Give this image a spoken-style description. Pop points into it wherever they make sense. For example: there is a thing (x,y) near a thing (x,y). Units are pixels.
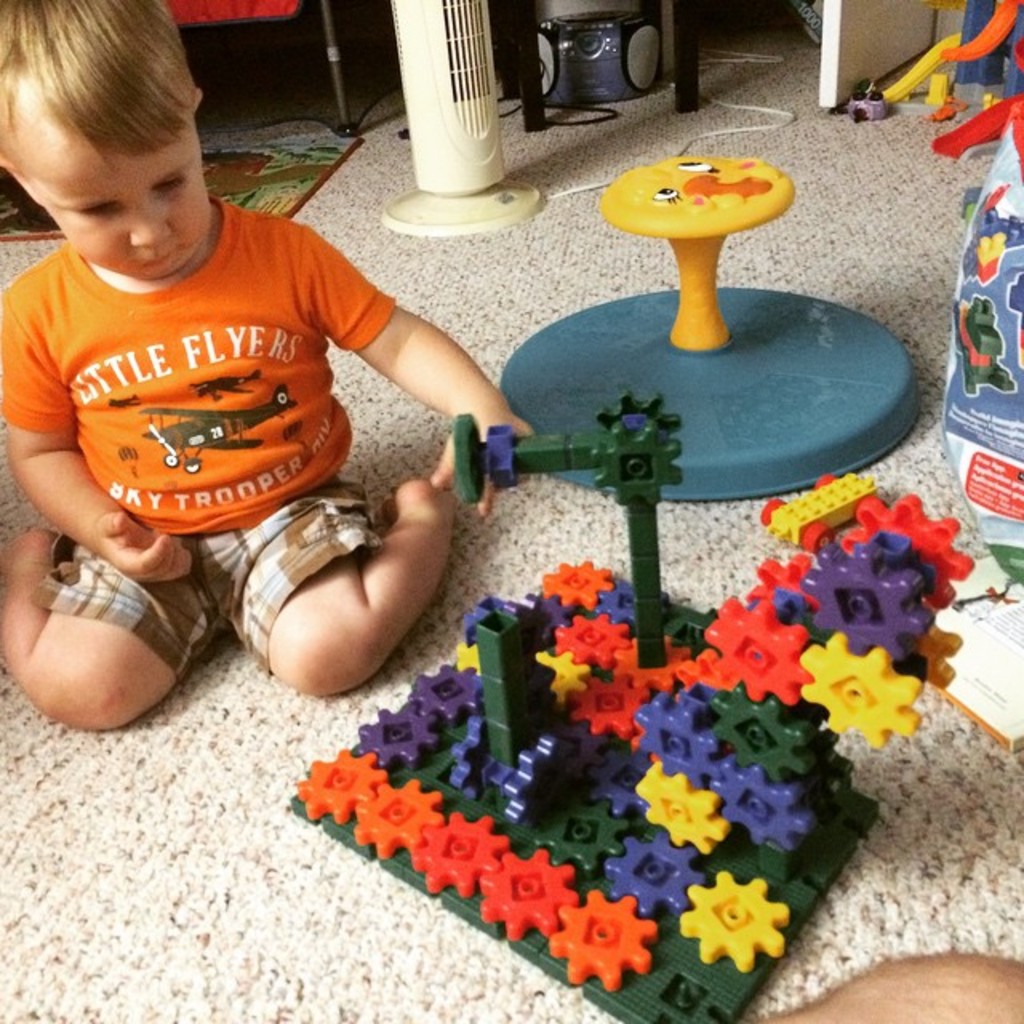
In this image, we can see a kid (91,643) is on the floor (151,834). Here we can see few toys (747,789), some objects (999,472). Top of the image (506,194), there is a mat (273,176), few things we can see. At the bottom of the image (915,1000), we can see a human body (936,1004).
